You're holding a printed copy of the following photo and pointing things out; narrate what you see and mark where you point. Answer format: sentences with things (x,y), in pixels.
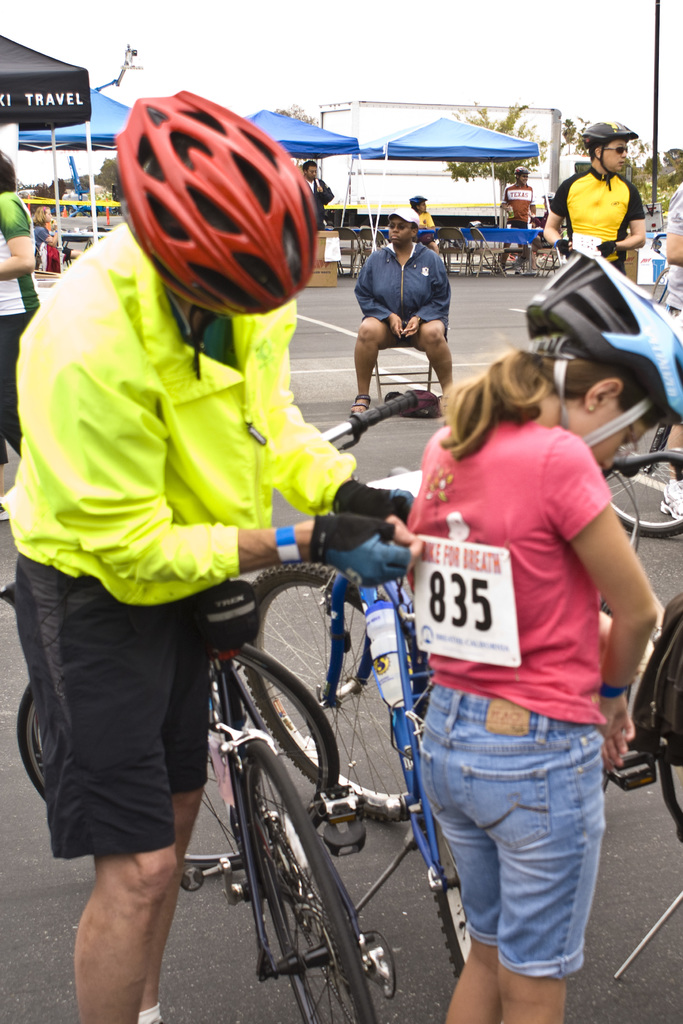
In this image there is a person (120,507) in the middle (282,539) who is wearing the green color jacket (167,459) and red color helmet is sticking the badge (486,572) to the girl (496,547) who is in front of him. There are cycles (334,745) in between them. In the background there are few people (601,234) standing on the road (490,309). In the middle (439,355) there is a person (395,309) sitting in the chair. In the background (449,123) there are tents (353,143) under which there are few people (328,196). On the left side (56,125) there is another tent (56,109).
